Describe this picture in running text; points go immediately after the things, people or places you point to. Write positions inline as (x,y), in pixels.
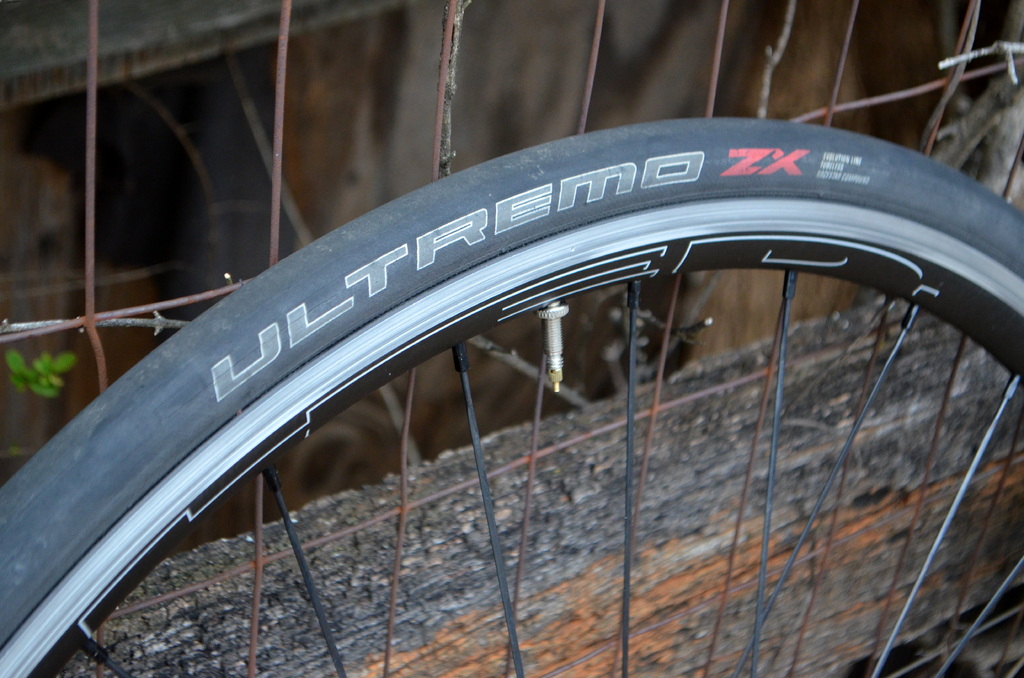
In this image we can see the tire (370,316) of a bicycle (366,383), behind that there is a fence (90,242).
